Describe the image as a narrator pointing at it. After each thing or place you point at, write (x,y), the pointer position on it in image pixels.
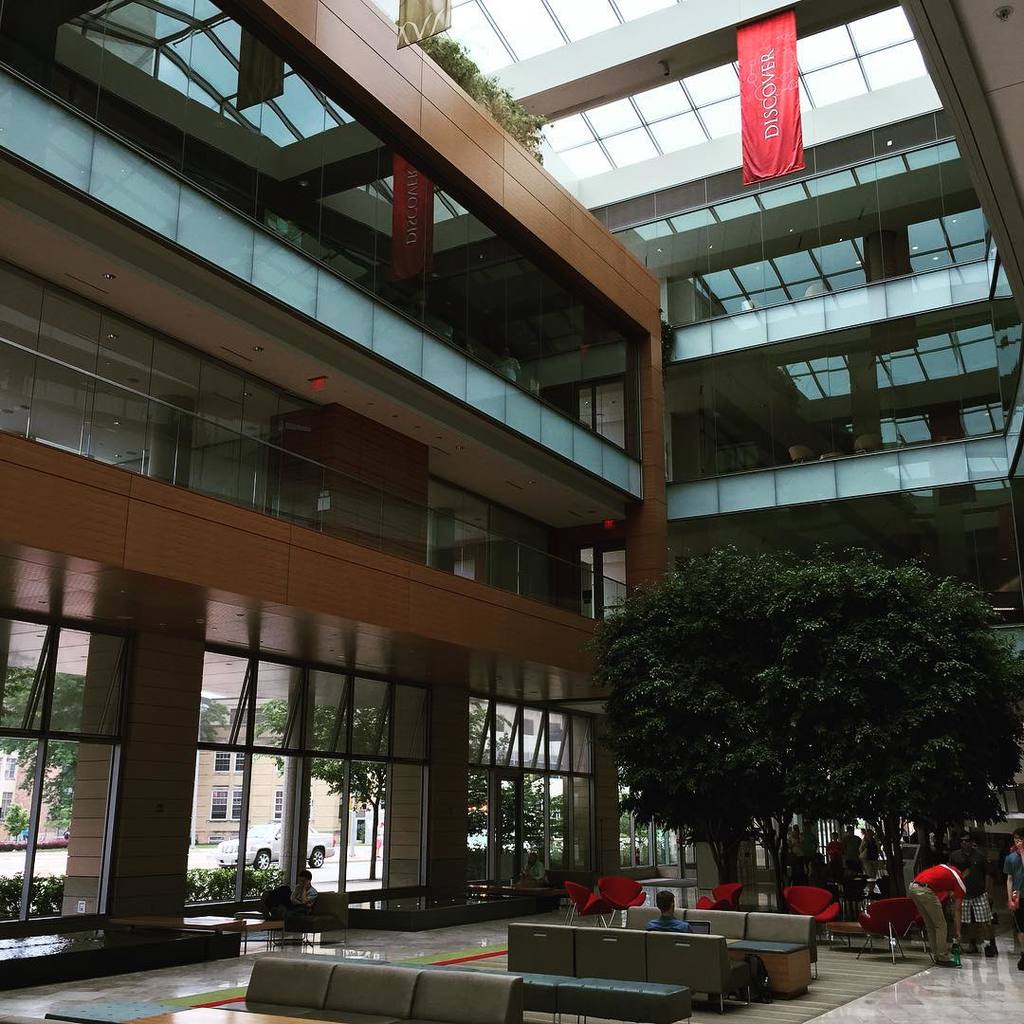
This is a building (363,547). We can see red banner (798,94) here. We can see trees (864,742), chairs (795,902), sofa (688,938) and few persons (977,902) standing and sitting here. Through window glasses (308,808) we can see other building (239,783), vehicle (274,842) and plants (221,886).
